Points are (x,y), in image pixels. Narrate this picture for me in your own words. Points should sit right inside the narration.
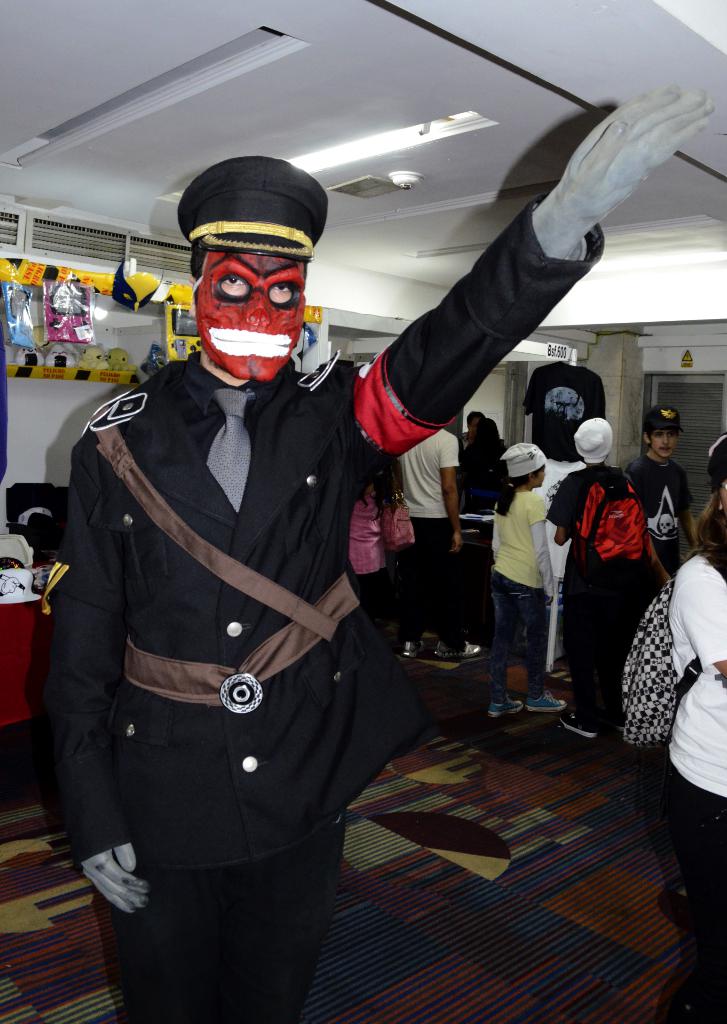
In this picture there is a man (222,631) who is wearing uniform (277,473) and gloves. He is wearing a mask (247,289) on his face (240,315). On the right (536,485) we can see three children (648,486) were standing near to the table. On the left (87,312) we can see the plastic covers (11,287) and box (181,336). On the table (11,635) we can see boxes (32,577) and other objects (63,506).
